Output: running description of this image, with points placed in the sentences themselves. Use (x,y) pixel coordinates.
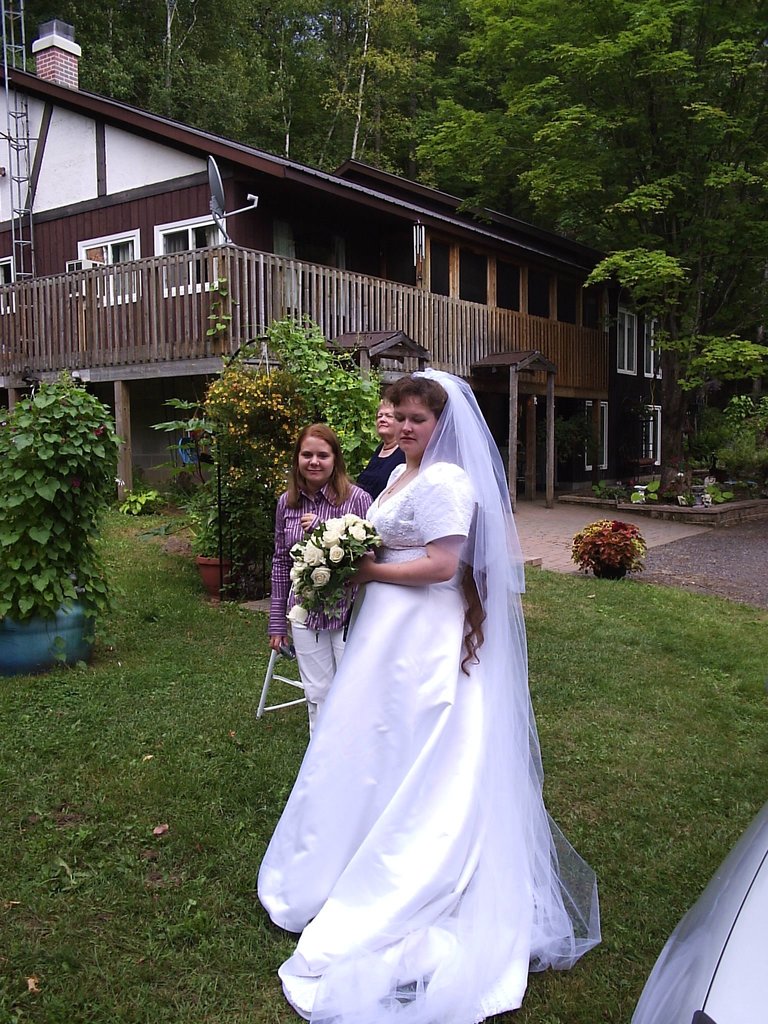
In this picture I can observe three members (415,607) in the middle of the picture (384,570). One of them is a woman (413,648) wearing white color dress (357,743) and holding a bouquet (331,560) in her hands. I can observe some grass (562,790) on the ground (692,629). In the background (263,235) I can observe building (210,270) and some trees (174,77).
